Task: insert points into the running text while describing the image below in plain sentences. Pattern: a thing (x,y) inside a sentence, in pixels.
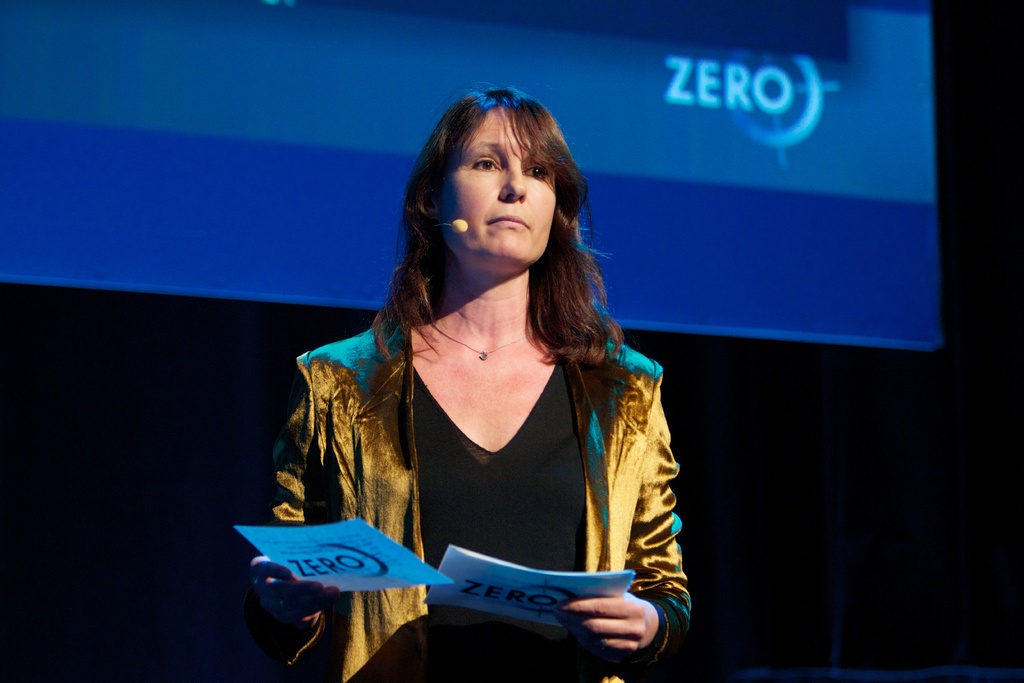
In the picture I can see woman (442,526) holding some papers (447,561), behind there is a big screen (672,125).
